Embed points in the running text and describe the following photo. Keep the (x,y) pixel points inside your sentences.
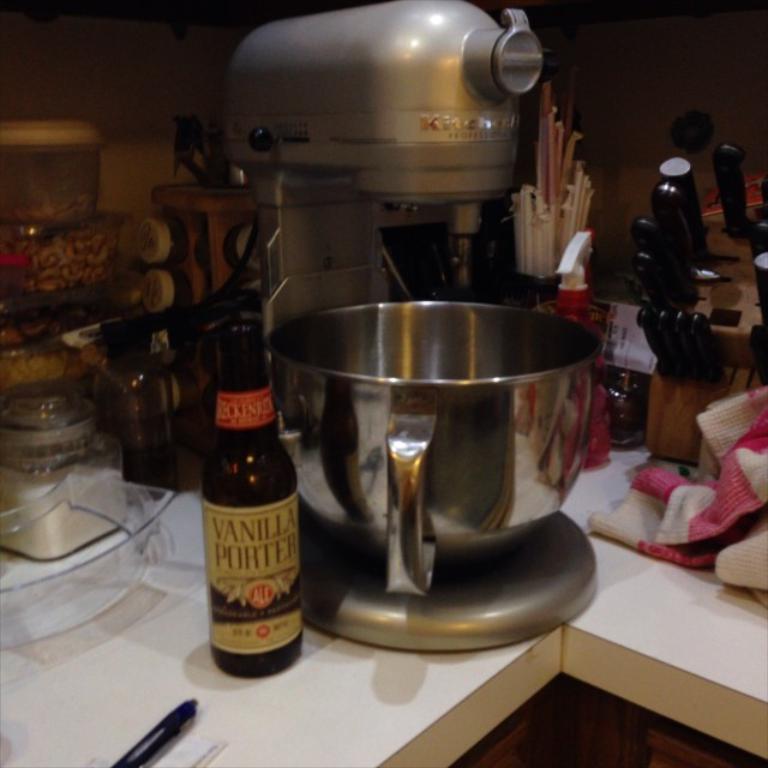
In this image we can see a food processor (415,357), a bottle (236,364), a knife stand (682,338) and a few objects (190,228) on a table (431,662).
